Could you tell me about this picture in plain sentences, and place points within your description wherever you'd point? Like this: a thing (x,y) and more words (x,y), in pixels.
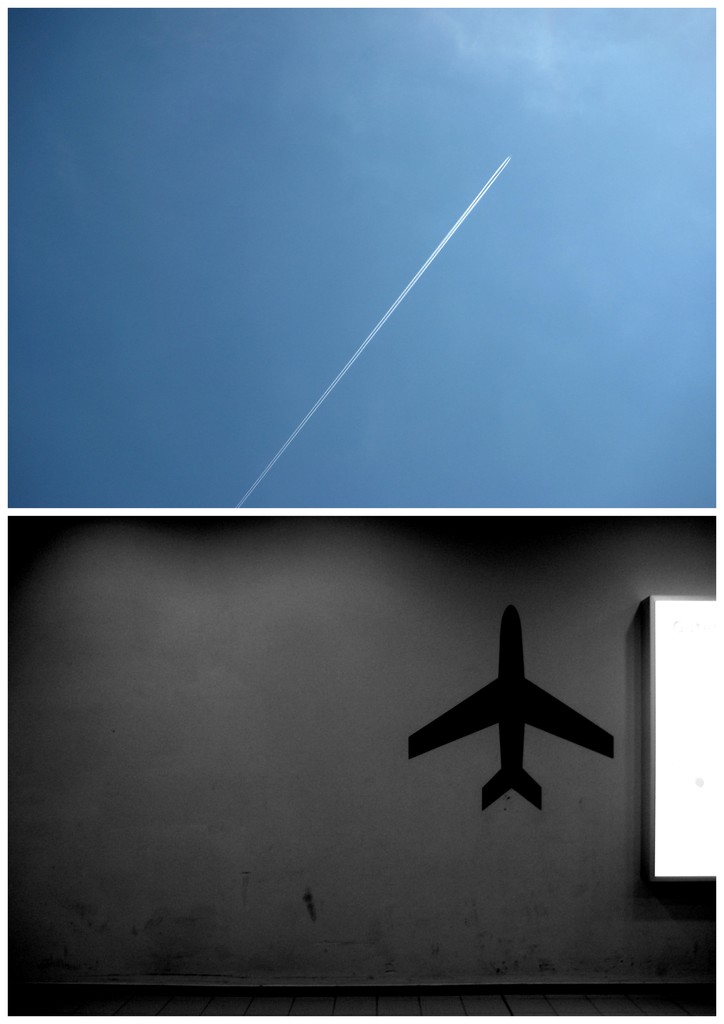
This is a collage image. At the top of the image (437,242) we can see smoke (480,193) in the sky (487,213). At the bottom of the image (418,742) we can see shadow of an aeroplane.
